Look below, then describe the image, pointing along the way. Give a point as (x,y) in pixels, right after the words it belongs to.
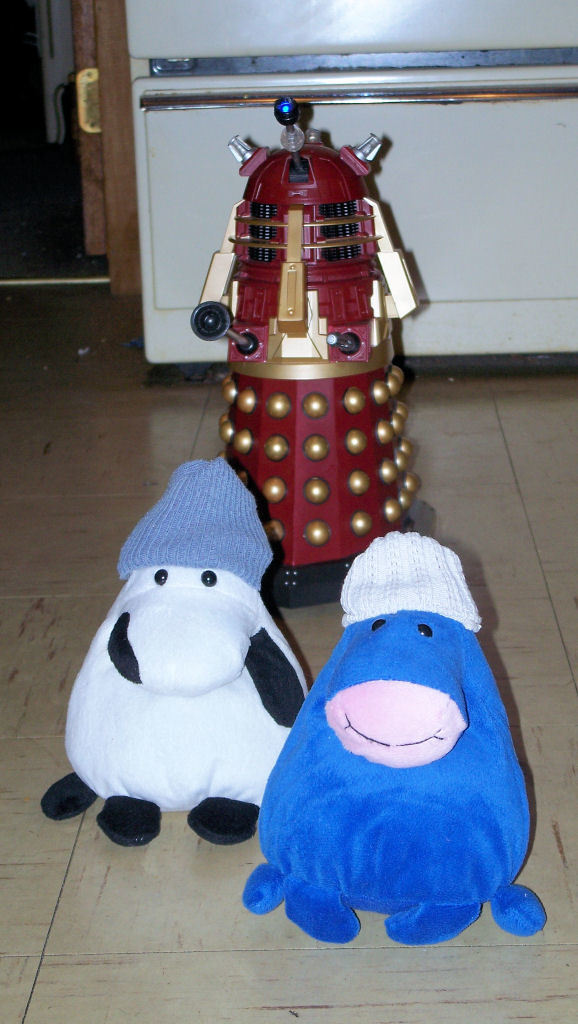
In this image I can see the white and blue color toys (369,668) and the object (339,425) in maroon, black and cream color. In the back (529,335) I can see the white color object (241,131).
